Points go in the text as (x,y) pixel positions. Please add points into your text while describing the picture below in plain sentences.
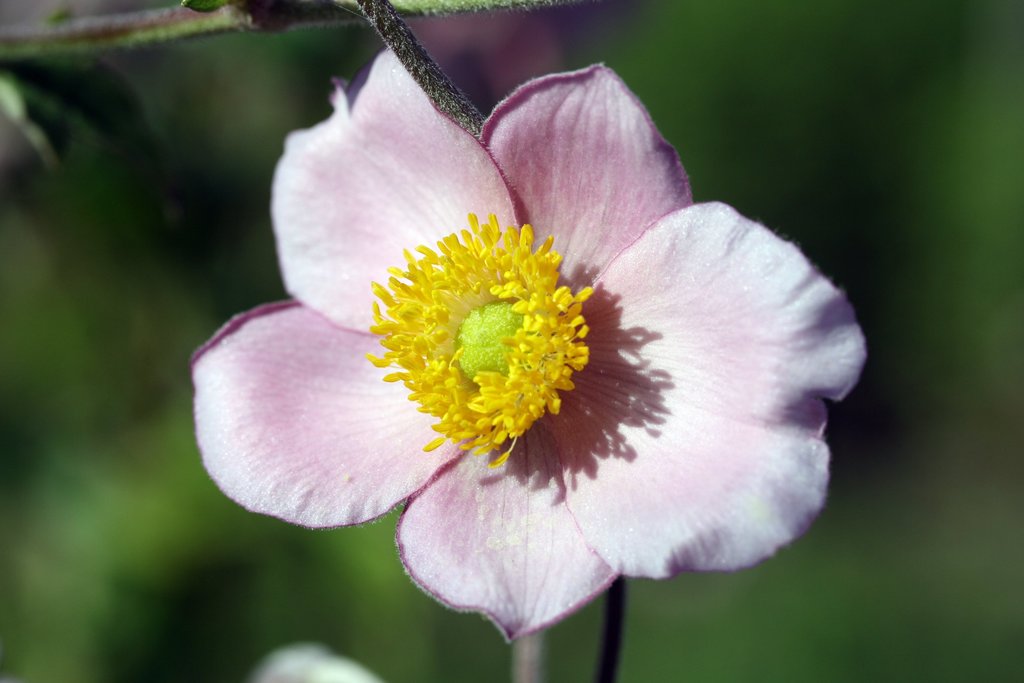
In the center of the image (581,385) we can see a flower (530,446).
